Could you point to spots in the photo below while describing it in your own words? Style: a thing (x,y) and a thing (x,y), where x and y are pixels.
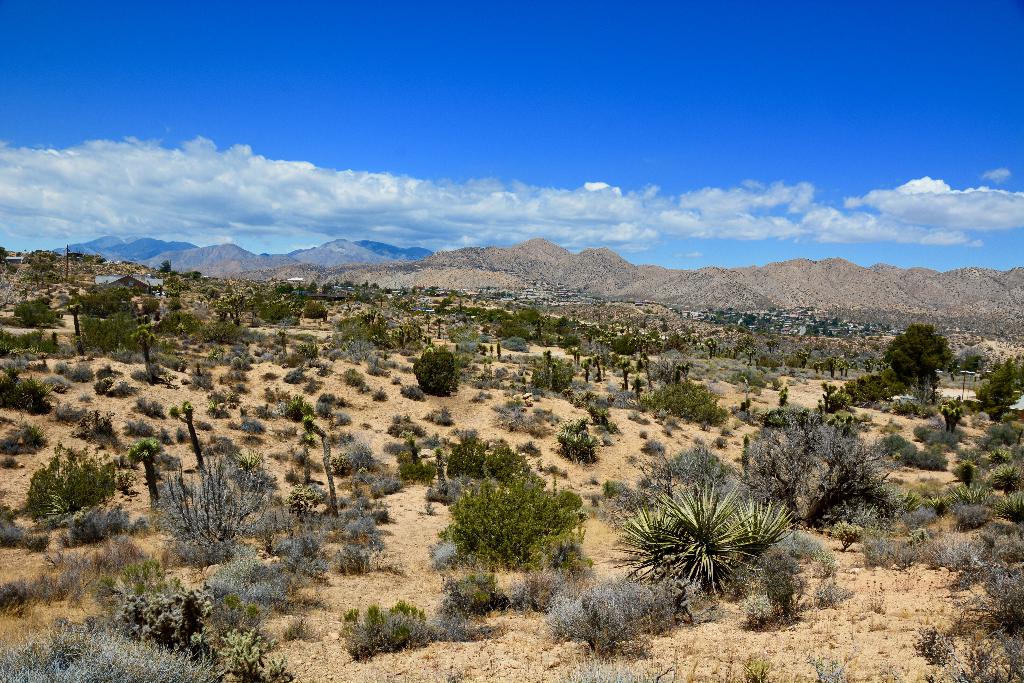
In this image we can see some trees/plants (628,502) residing in the front (533,582) region. And we can see sand (800,636). And some stony surface/mountain/hill (423,254) is covered in the middle (433,272) region. And the sky (328,61) is blue with clouds (201,201).
